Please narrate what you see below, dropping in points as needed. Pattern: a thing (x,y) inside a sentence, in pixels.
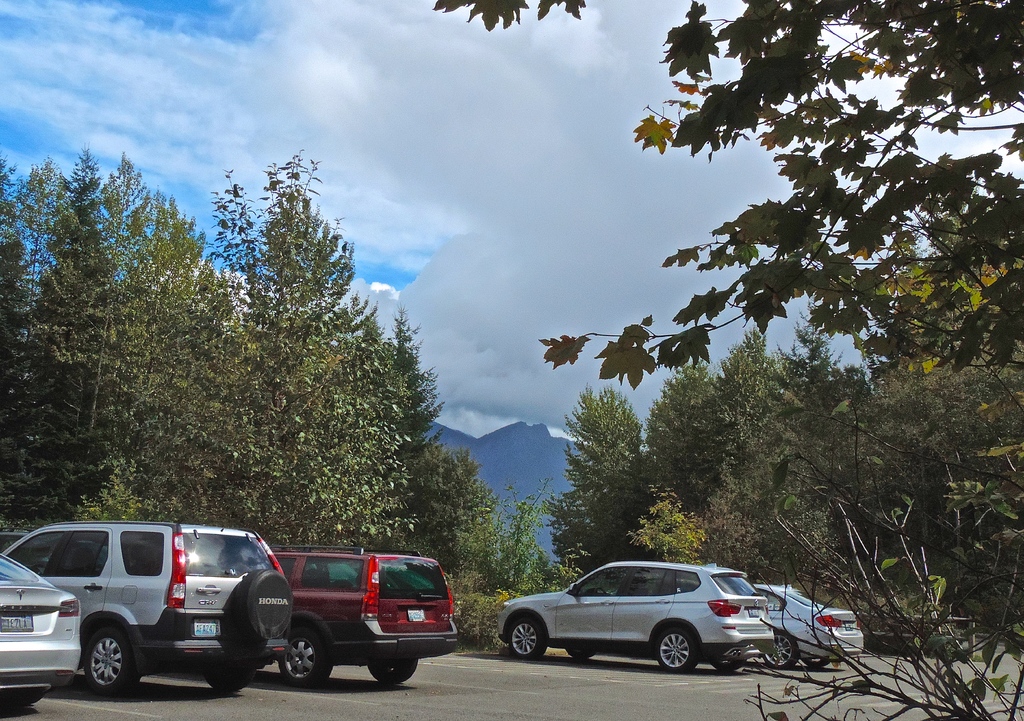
At the bottom (16,579) there are cars (748,659) that are parked on the road (480,699) and there are trees (88,444) at here. At the top (432,131) it is the cloudy sky (365,108).
